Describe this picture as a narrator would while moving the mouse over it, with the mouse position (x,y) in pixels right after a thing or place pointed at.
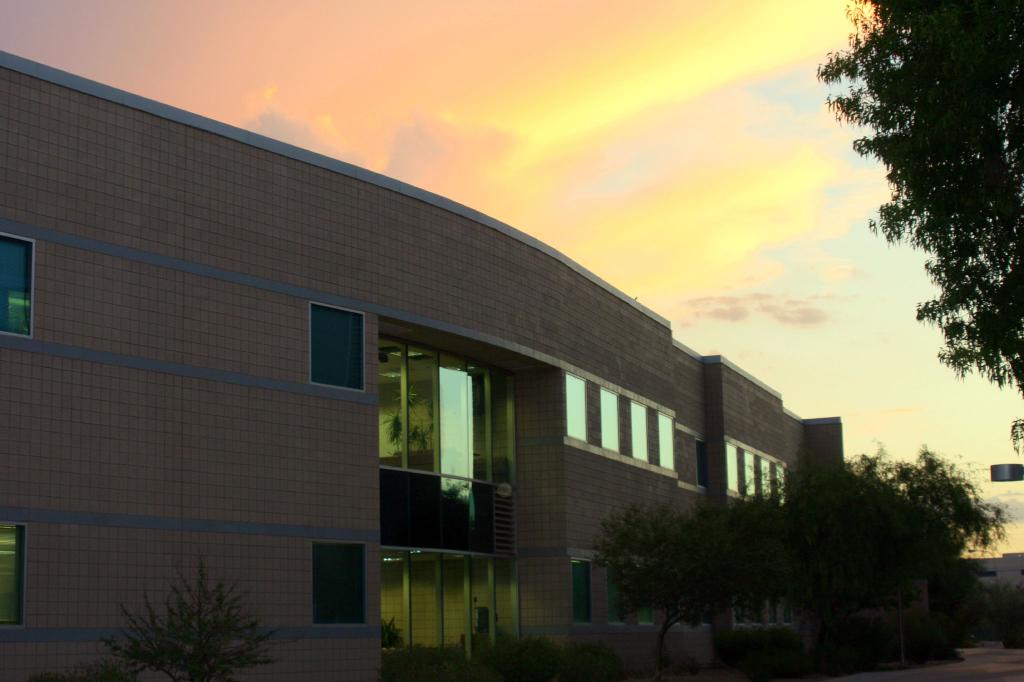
In this picture I can see plants (948,610), trees (900,26), there is a building (378,376), and in the background (478,199) there is sky (631,167).
